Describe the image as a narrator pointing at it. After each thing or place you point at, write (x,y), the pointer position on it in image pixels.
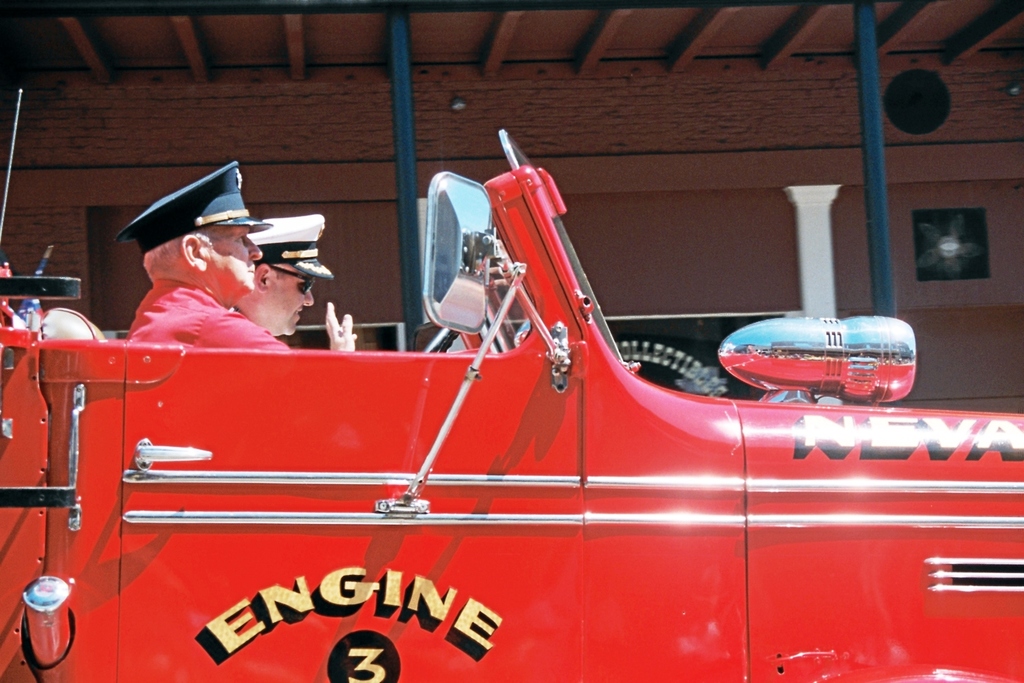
Two men (330,308) are sitting in the vehicle (440,301). In the right side (907,244) there is a fan (941,261), wall (791,136).
